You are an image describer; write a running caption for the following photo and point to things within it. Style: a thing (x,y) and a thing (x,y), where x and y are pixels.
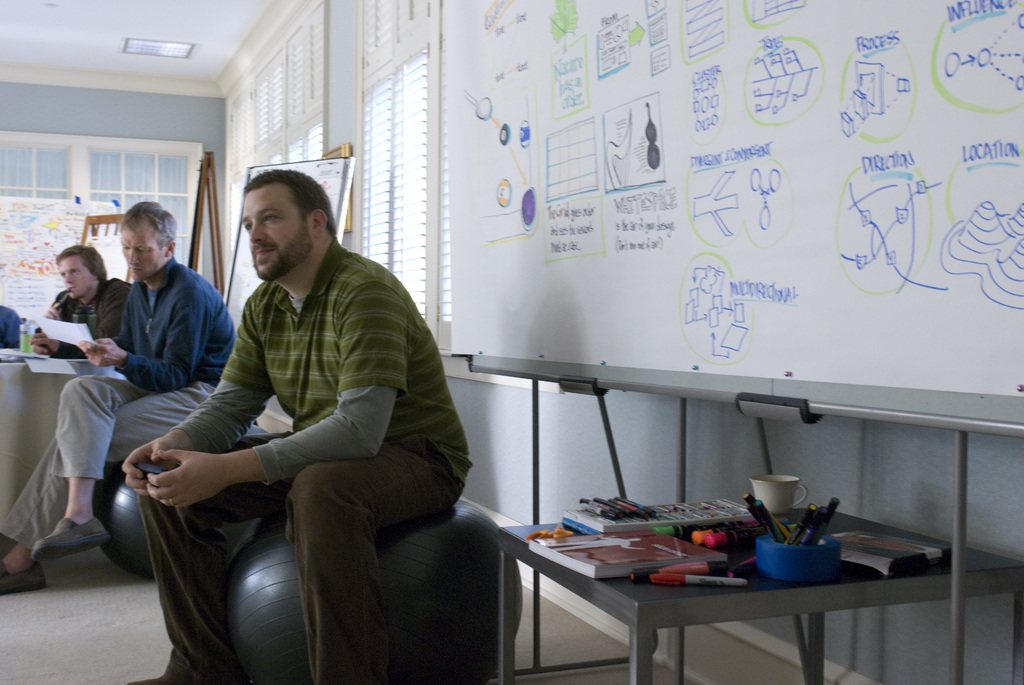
In this image I can see the group of people (132,350) with different color dresses (178,393). I can see one person (102,359) holding the paper (71,330) and I can see the bottle (28,342) and some papers (39,361) in-front of one person (43,349). To the right (699,521) I can see the books (597,566), cups (770,548) and many pens (723,531). I can see few pens (770,520) in the cup (793,560). In the background (498,249) I can see many boards (107,273) and the window blind (307,139).
